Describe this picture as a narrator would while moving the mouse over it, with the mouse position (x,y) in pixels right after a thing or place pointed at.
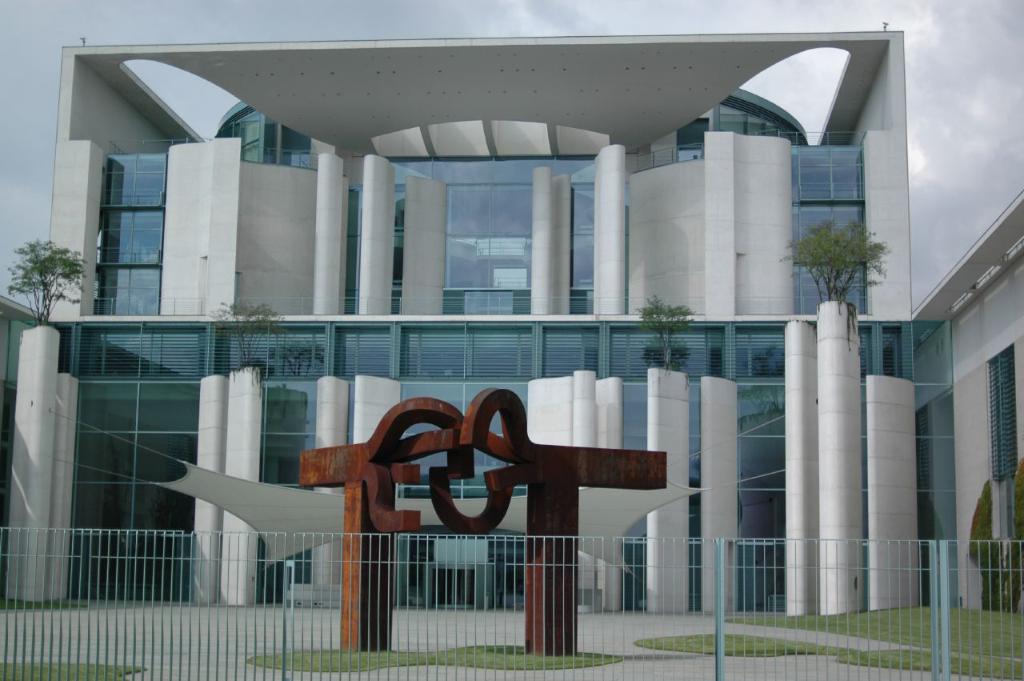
In the center of the image (363,360) there is a building (264,416). At the bottom of the image (239,548) there is a fencing (265,563). At the top of the image (956,105) there is sky (952,91) and clouds (959,25).
